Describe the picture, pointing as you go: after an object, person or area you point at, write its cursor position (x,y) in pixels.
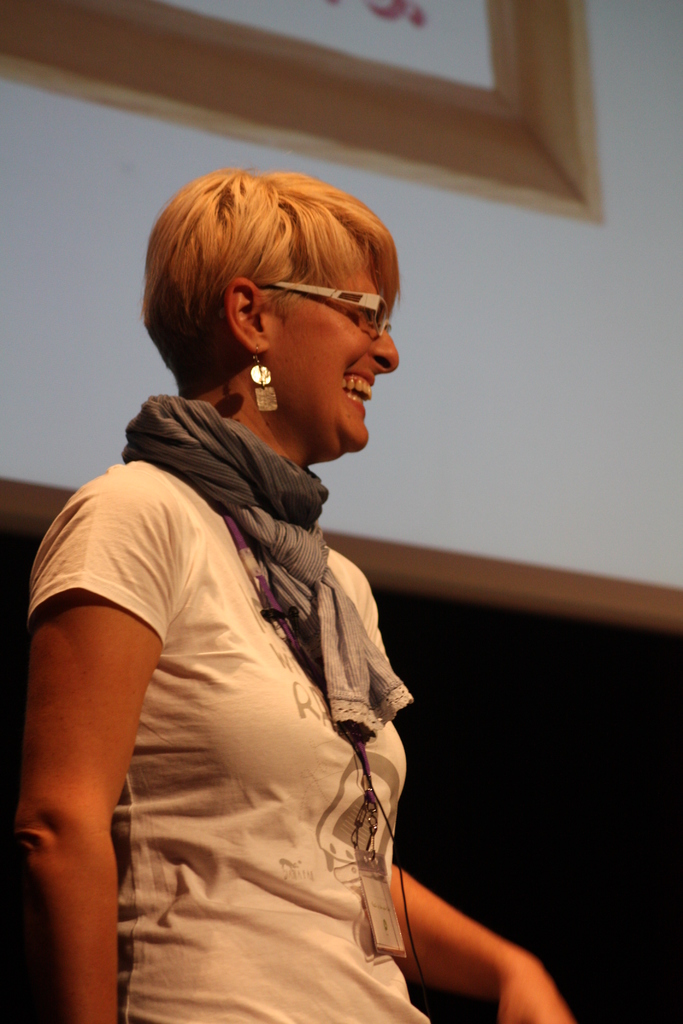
In this image we can see a lady (275,711) wearing specs (350,302), scarf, earring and a tag (375,825). In the back (541,447) there is a wall (492,304) with a photo frame (239,107).
